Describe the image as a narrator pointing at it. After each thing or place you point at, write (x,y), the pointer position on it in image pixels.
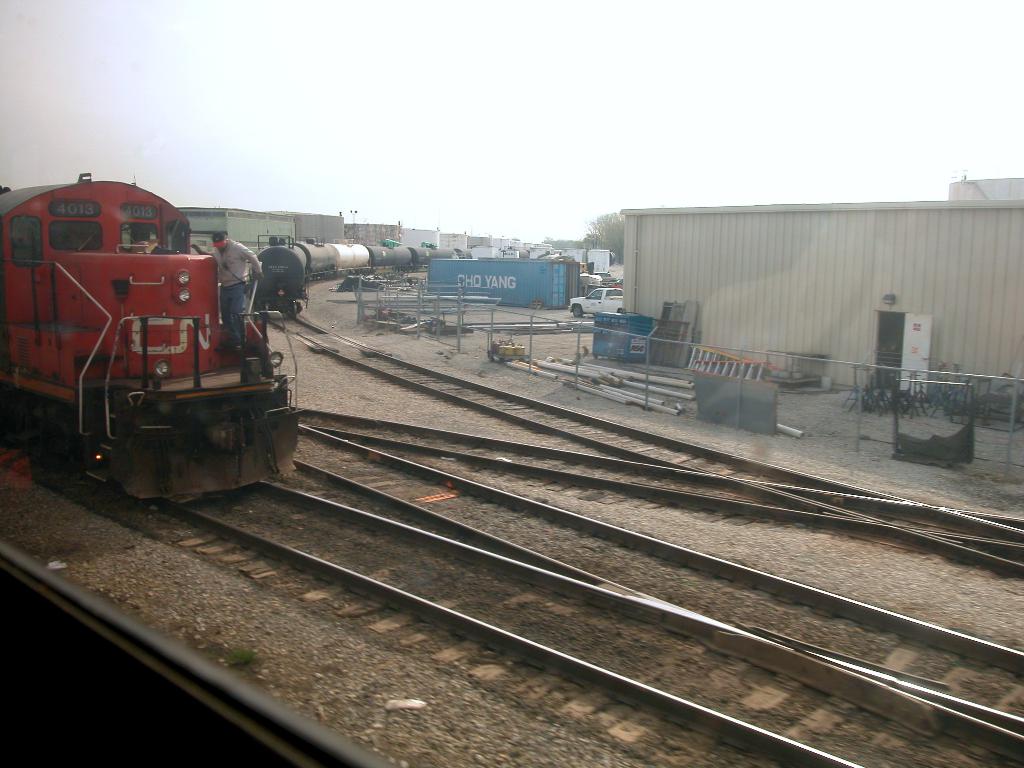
This picture is clicked outside. On the left (319,251) we can see the trains (326,255) seems to be running on the railway tracks (691,672). In the foreground (534,576) we can see the gravels (710,491), metal rods (683,403) and many other objects (644,360) are placed on the ground (567,312) and we can see a cabin (780,294). On the left (251,267) we can see a person (227,297) standing on the train (245,365). In the background (422,34) we can see the sky (495,158), trees (604,232), buildings (478,238) and many other objects (600,253) and a vehicle (588,306).
